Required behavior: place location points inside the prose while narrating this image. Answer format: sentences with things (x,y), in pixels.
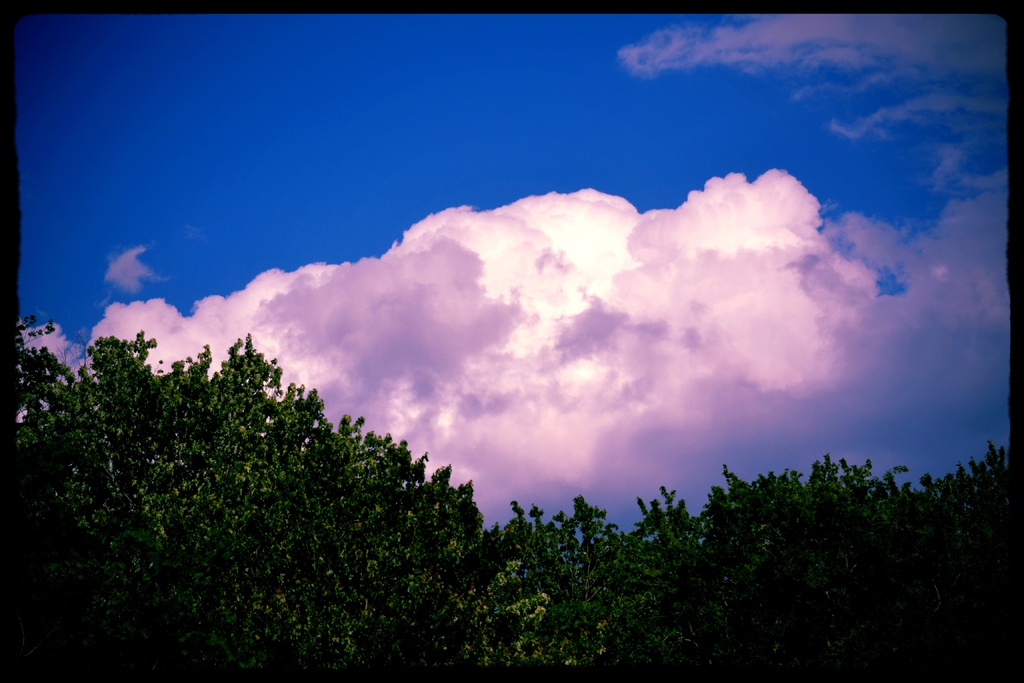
In this image there are trees (595,537) at the bottom (565,555). At the top (436,111) there is the sky (418,176) with the clouds (545,335).
